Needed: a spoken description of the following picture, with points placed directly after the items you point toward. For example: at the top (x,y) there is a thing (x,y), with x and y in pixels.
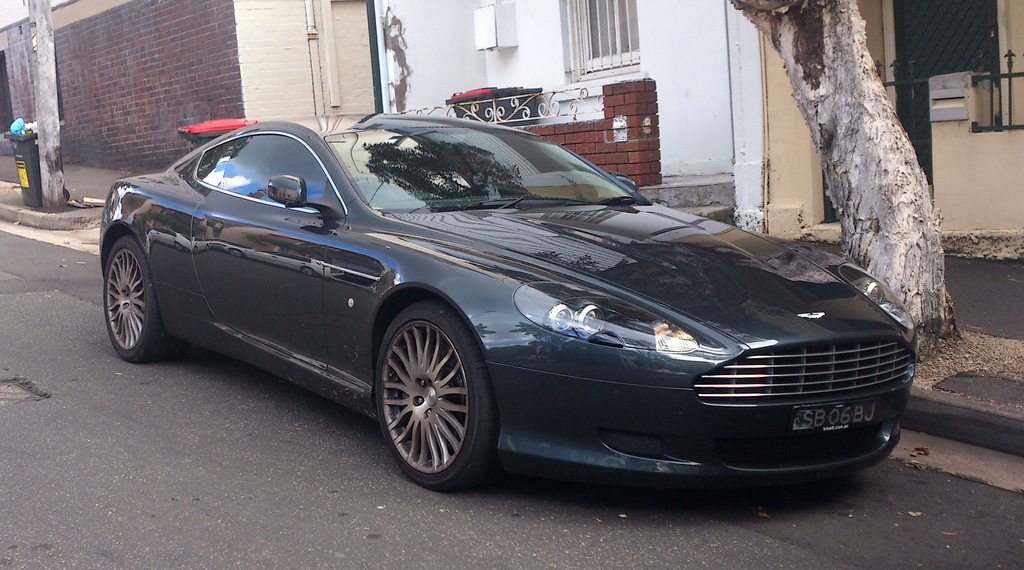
This picture is clicked outside. In the center (423,218) there is a black color car (382,300) parked on the ground (271,492). In the background (309,82) we can see the buildings (134,58), window (603,21), door (910,75), trunk (872,116) of a tree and some other items (241,127).
